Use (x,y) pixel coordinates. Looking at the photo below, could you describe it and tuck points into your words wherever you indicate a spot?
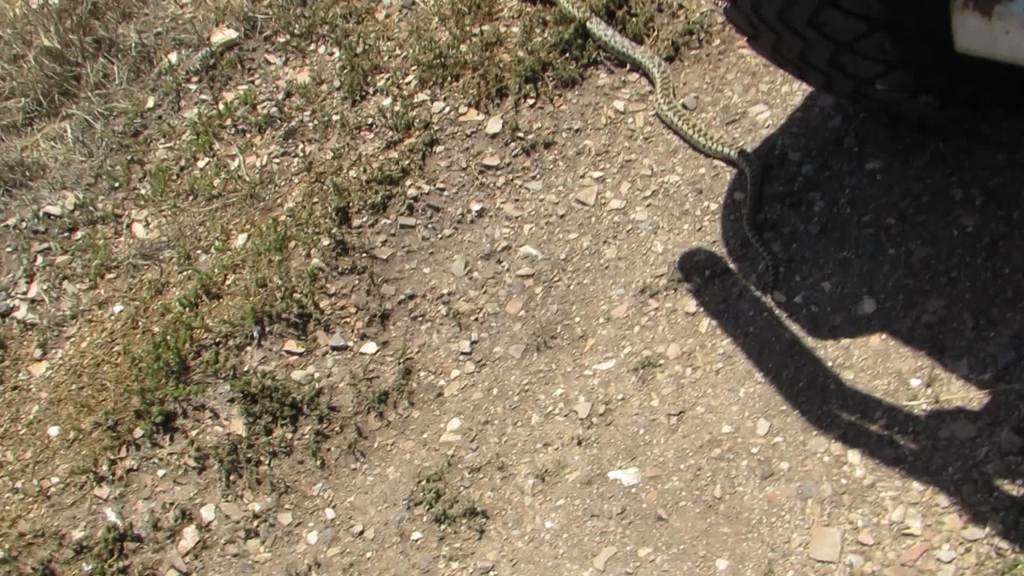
In this image we can see snake (698,127) and tyre (815,59) on the ground (562,193).
